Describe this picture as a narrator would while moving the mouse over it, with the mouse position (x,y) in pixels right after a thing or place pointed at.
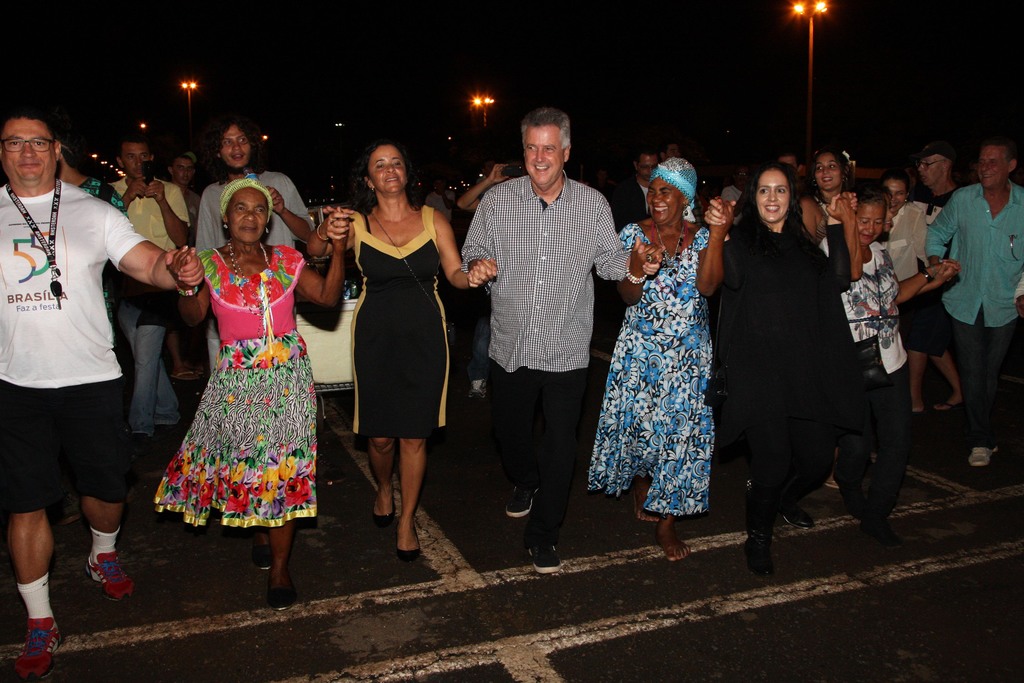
In this picture, we see many people (376,278) are standing. In front of the picture, we see eight people (820,311) are standing and they are holding the hands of the person (486,277) who are standing beside them. They are smiling and they might be dancing. Behind them, we see people (289,209) standing and looking at them. In the background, we see street lights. In the background (556,65), it is black in color. This picture is clicked in the dark.
